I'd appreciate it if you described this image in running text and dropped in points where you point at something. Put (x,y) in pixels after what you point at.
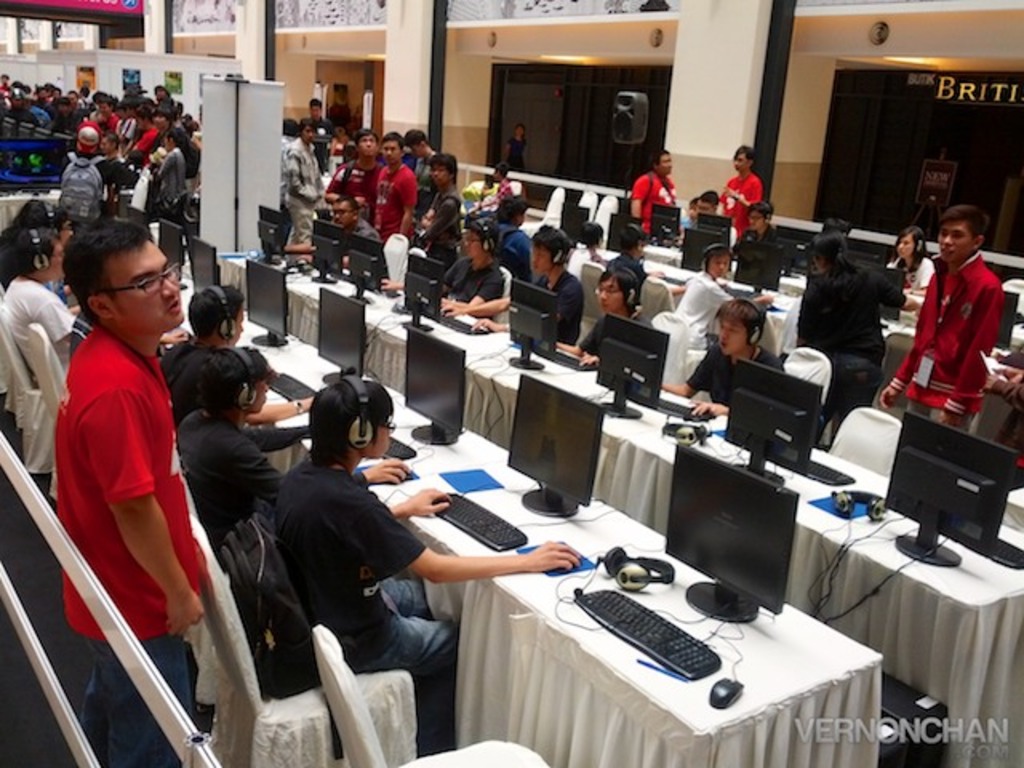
In this image I can see the group people (372,386) sitting in-front of the system (698,597) and wearing the head set (365,417).
